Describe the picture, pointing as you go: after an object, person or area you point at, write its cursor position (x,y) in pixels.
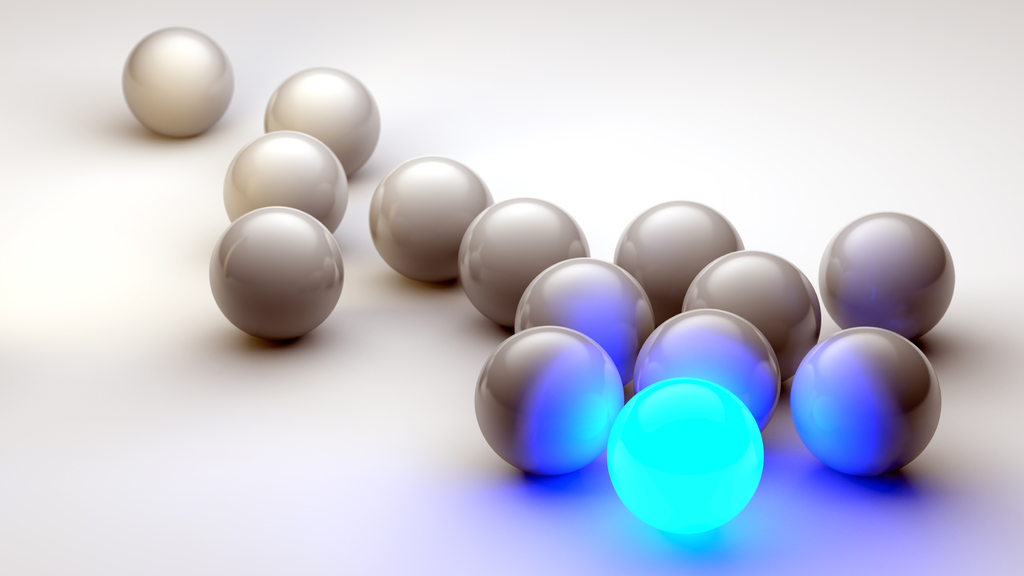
This picture looks like a graphical image, I can see few balls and a light ball (660,434).
